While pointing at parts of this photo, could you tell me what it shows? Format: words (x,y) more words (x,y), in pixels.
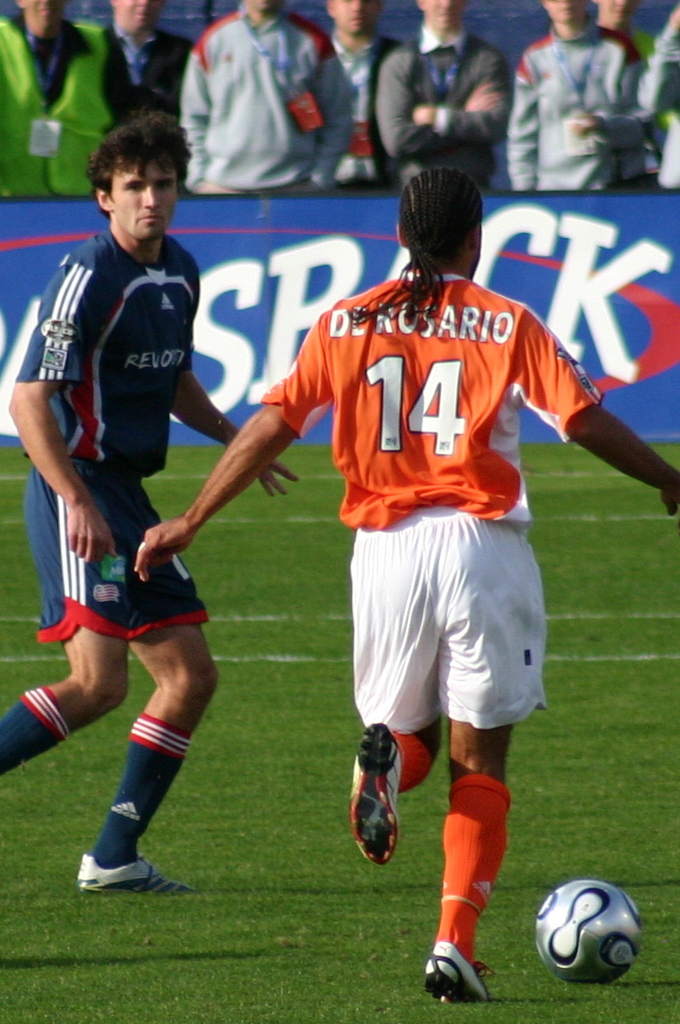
In this image we can see a group of people (327,45) standing on the ground (287,563). One person (468,683) is wearing orange t shirt (451,487) and white short (438,690) is standing on the ground (423,923). One ball (565,959) is placed on the ground (633,863). In the background (616,294), we can see a board (309,310) with some text (559,287) on it.
